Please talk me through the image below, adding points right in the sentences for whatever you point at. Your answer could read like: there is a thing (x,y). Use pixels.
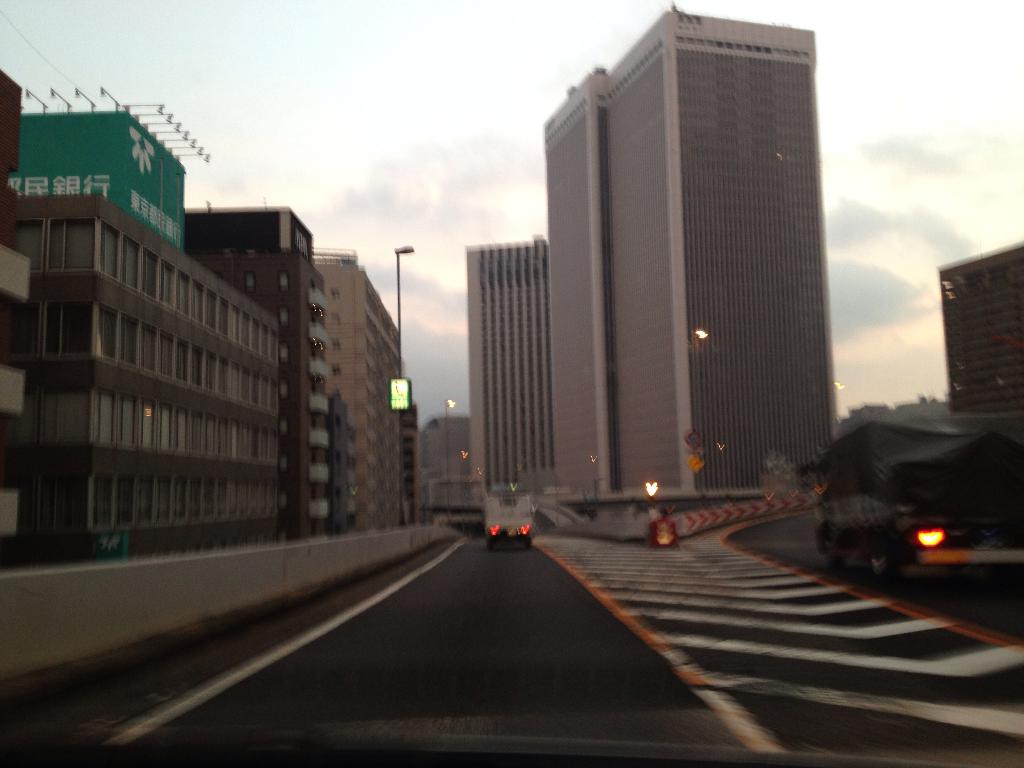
In the center of the image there is road (855,589). There are vehicles (983,468). In the background of the image (660,139) there are buildings (371,313), pole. At the top of the image (282,131) there is sky (535,64).
